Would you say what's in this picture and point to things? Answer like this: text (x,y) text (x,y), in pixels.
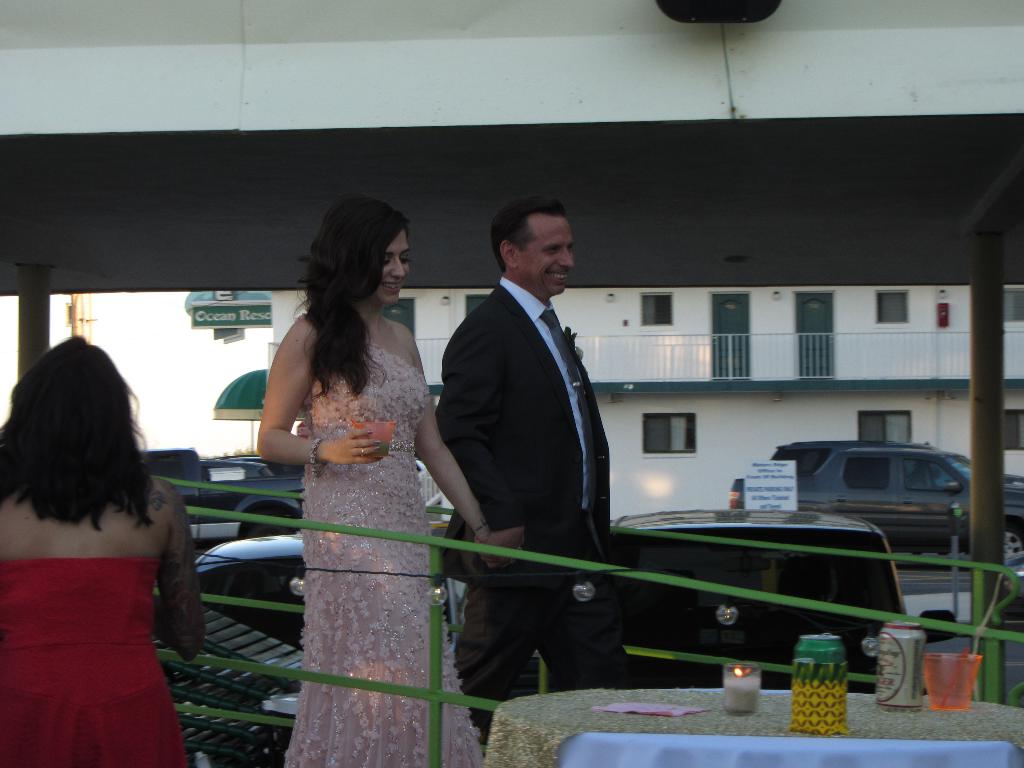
In front of the image there is a chair (221,759). There is a table (554,726). On top of it there are some objects (832,692). On the left side of the image (35,428) there is a person (93,624). There is a railing (291,602). There are two people (440,409) holding their hands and they are having a smile on their faces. Behind them there are cars (718,551). There are boards (763,483) with some text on it. In the background of the image (737,407) there is a building (663,374) and there is a tent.
